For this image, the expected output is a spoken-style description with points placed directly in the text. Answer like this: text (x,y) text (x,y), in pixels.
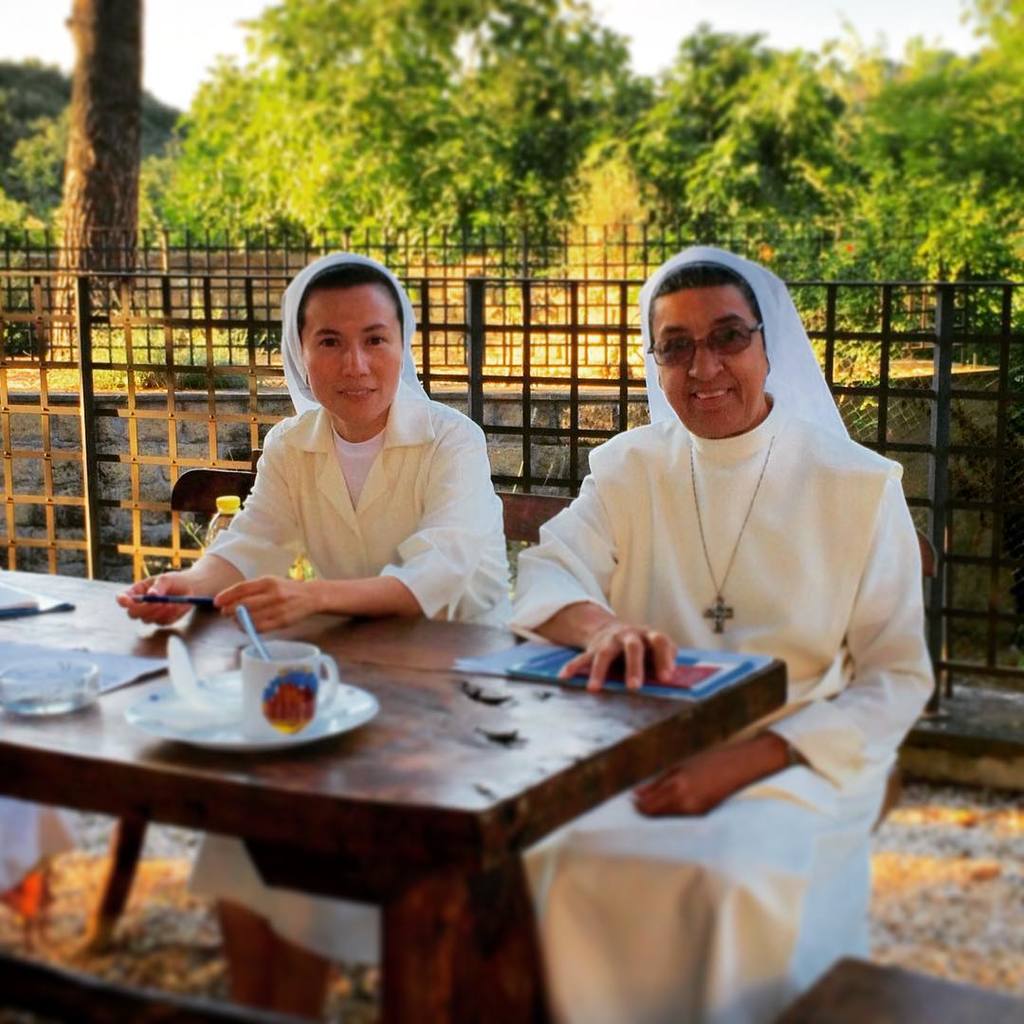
There are two women (532,571) sitting on a bench (506,529). They were dressed in white color. This is a table (427,804) with a plate (227,734), mug (277,679), paper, books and some object (87,684) on it. This is a wooden fencing (165,362) at background (320,123) I can see a trees (527,161) and plants (815,182).
